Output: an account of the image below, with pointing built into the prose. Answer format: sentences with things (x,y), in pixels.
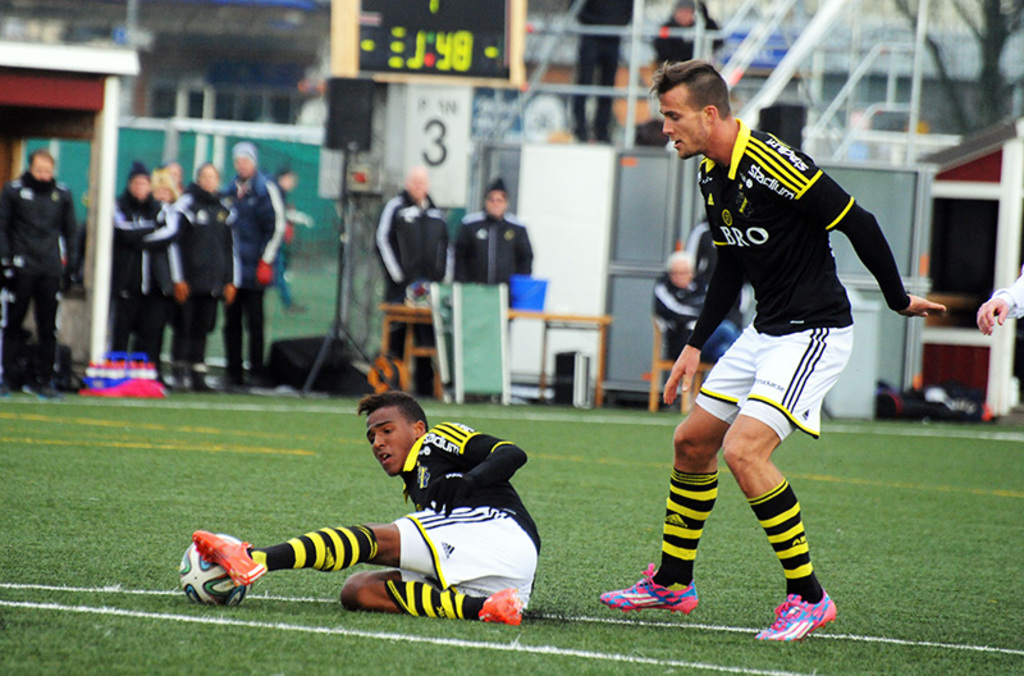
Few person (53,163) are standing and this person (299,554) sitting and kicking ball (209,585). This is grass (128,439). On the background (488,96) we can see boards (401,29), speaker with stand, building (200,75), fence (281,140). We can see objects (410,291) on the table (413,309).
